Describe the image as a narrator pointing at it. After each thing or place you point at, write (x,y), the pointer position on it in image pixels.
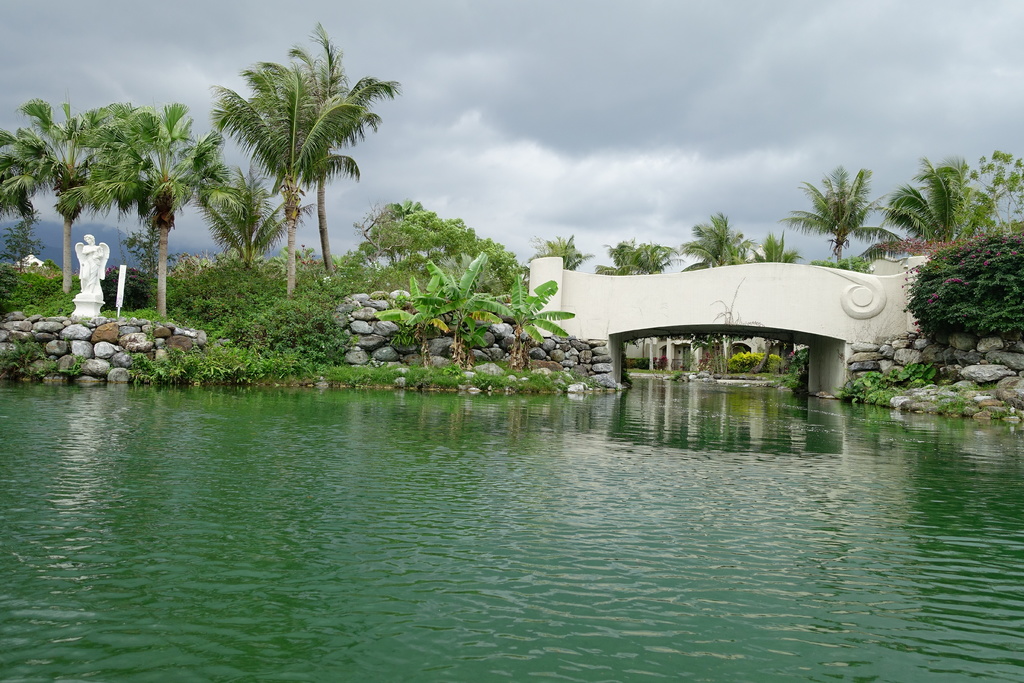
In this image there is water (517,539) at the bottom (447,561). On the left side (92,319) there is a sculpture (88,280) on the stones (95,348). On the right side (766,302) it seems like a bridge (677,317) in the middle (643,317). Around the bridge (575,296) there are stones (585,341). In the background (297,201) there are trees (297,201). At the top (345,227) there is the sky (397,199).
